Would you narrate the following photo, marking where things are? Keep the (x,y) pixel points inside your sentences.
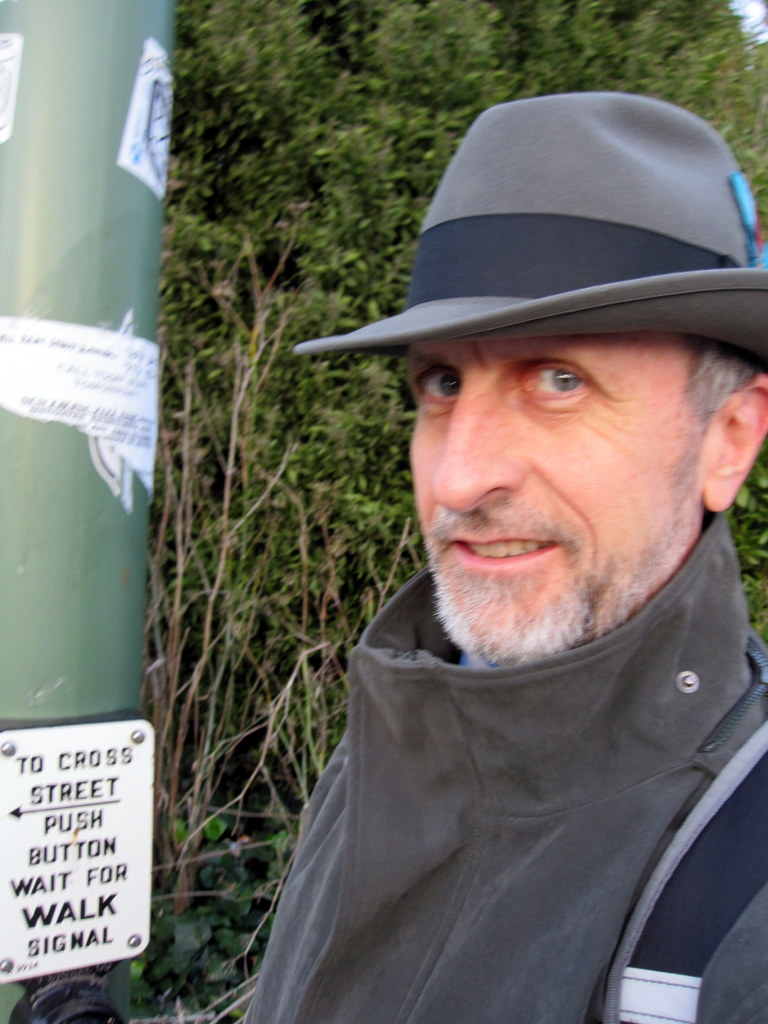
In this image I can see a man (558,264) on the right (588,260). He is wearing a hat (517,213). There is a pole (63,711) on the left (95,945) on which there is a board (145,859). There are plants (341,549) at the back (277,439).
